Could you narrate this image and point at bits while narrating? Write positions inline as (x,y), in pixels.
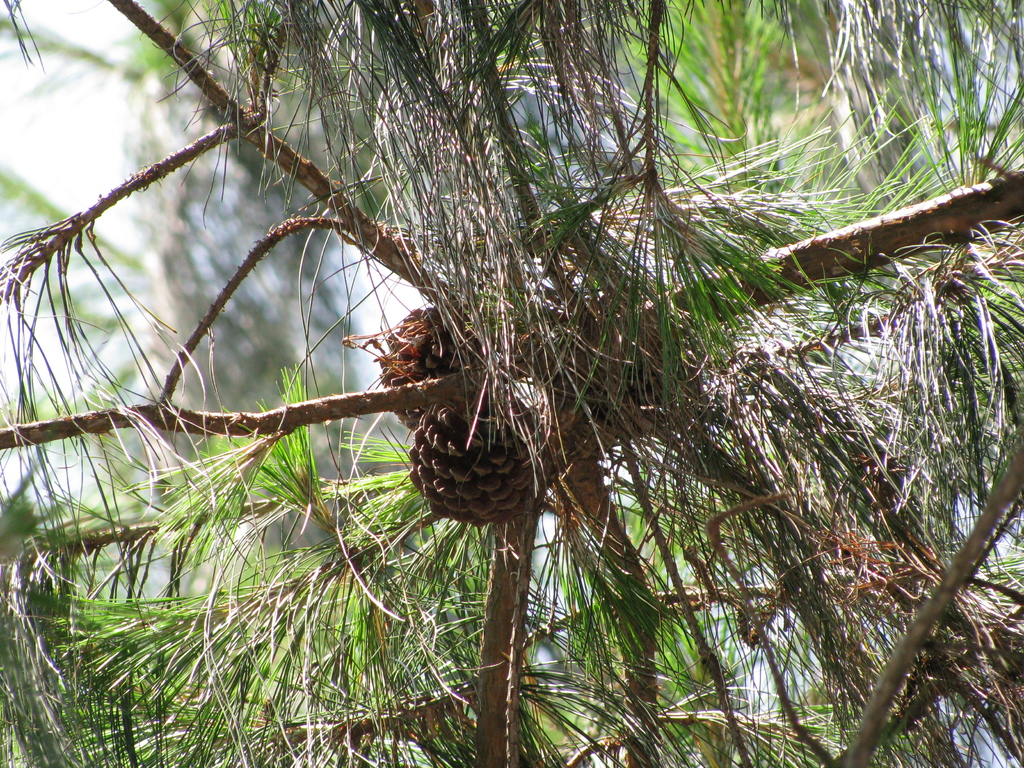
We can see trees (346,499). In the background (197,293) it is blur.
